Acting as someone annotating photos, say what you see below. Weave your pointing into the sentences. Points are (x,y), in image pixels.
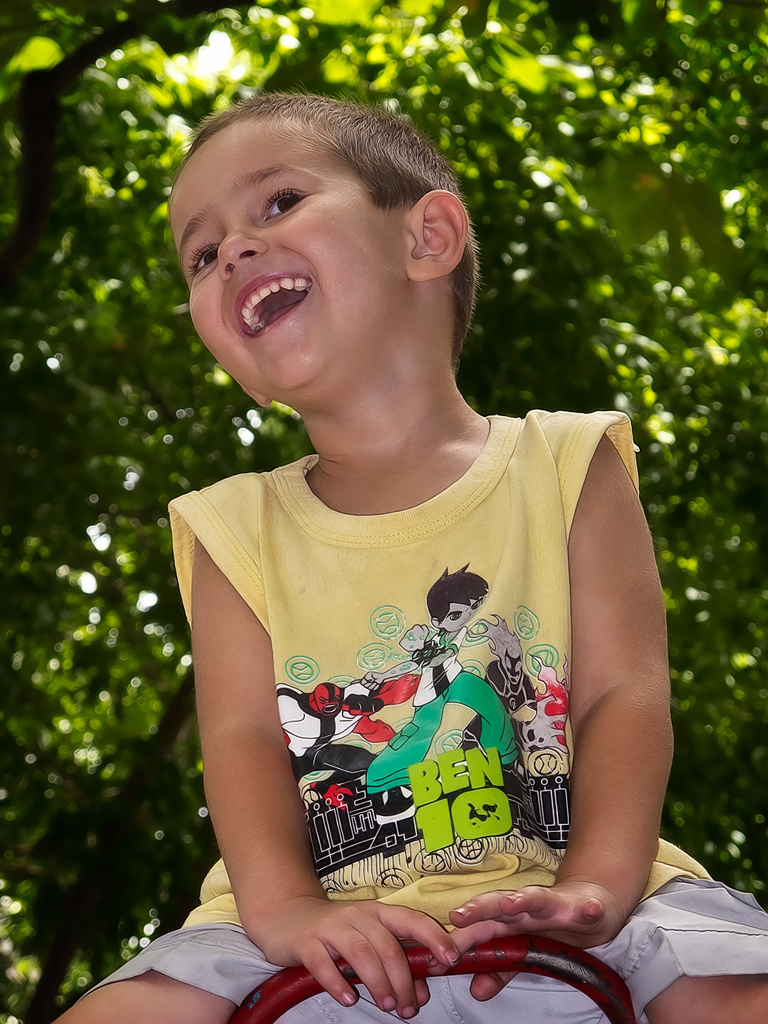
Here in this picture we can see a child (283,617) sitting over a place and he is smiling and behind him we can see trees (248,444) present all over there.
